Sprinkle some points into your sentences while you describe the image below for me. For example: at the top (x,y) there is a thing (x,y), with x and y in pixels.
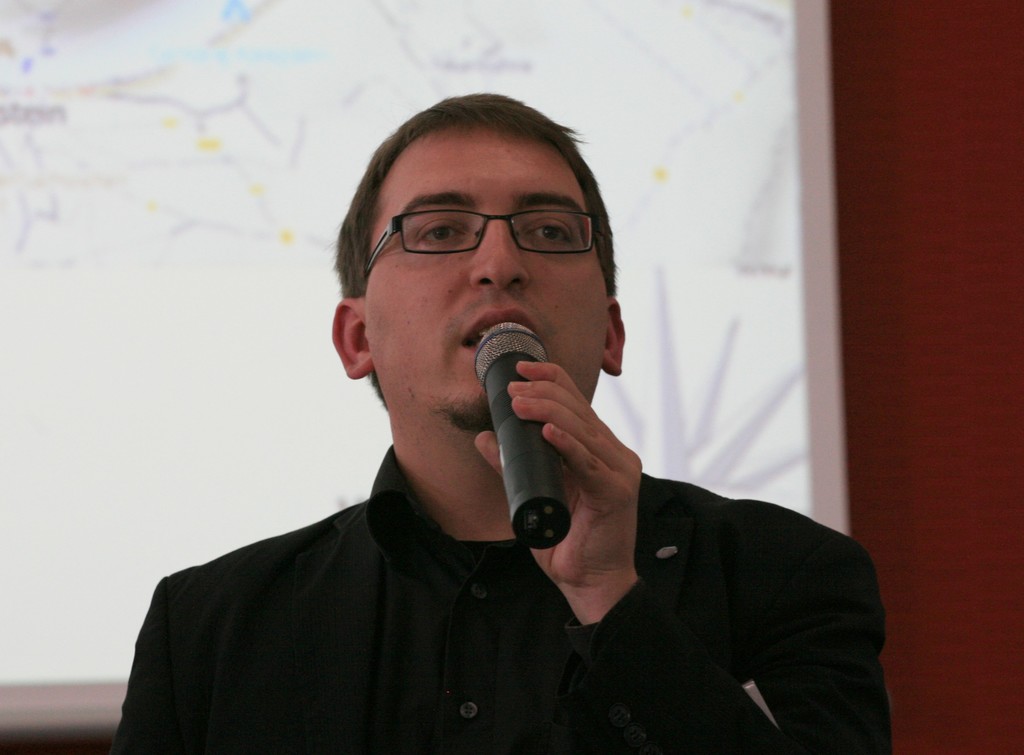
In the image there is a man (834,608) standing and holding a microphone (519,444) on his hand (555,402) and opened his mouth (482,325) for talking, in background (650,46) there is a white color board (504,92).
